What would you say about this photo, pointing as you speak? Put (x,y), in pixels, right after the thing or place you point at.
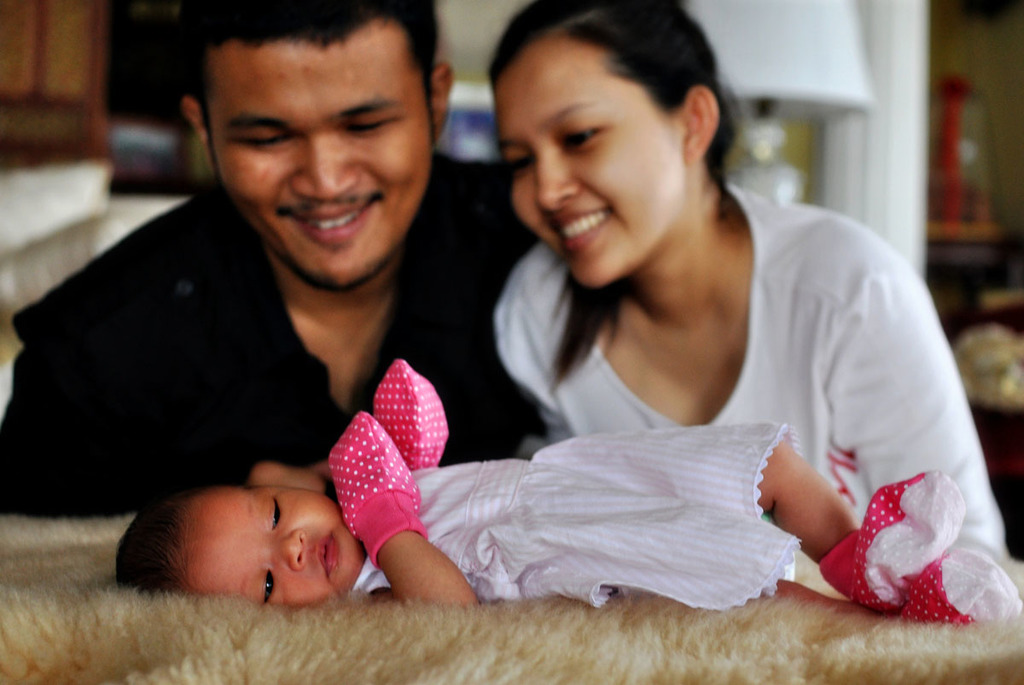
In the middle of the image (680,451) we can see a baby (598,514) is lying, beside the baby (613,506) we can find a man (459,252) and woman (623,235), they both are smiling, behind them we can find a light (763,65) and we can see blurry background (143,133).
